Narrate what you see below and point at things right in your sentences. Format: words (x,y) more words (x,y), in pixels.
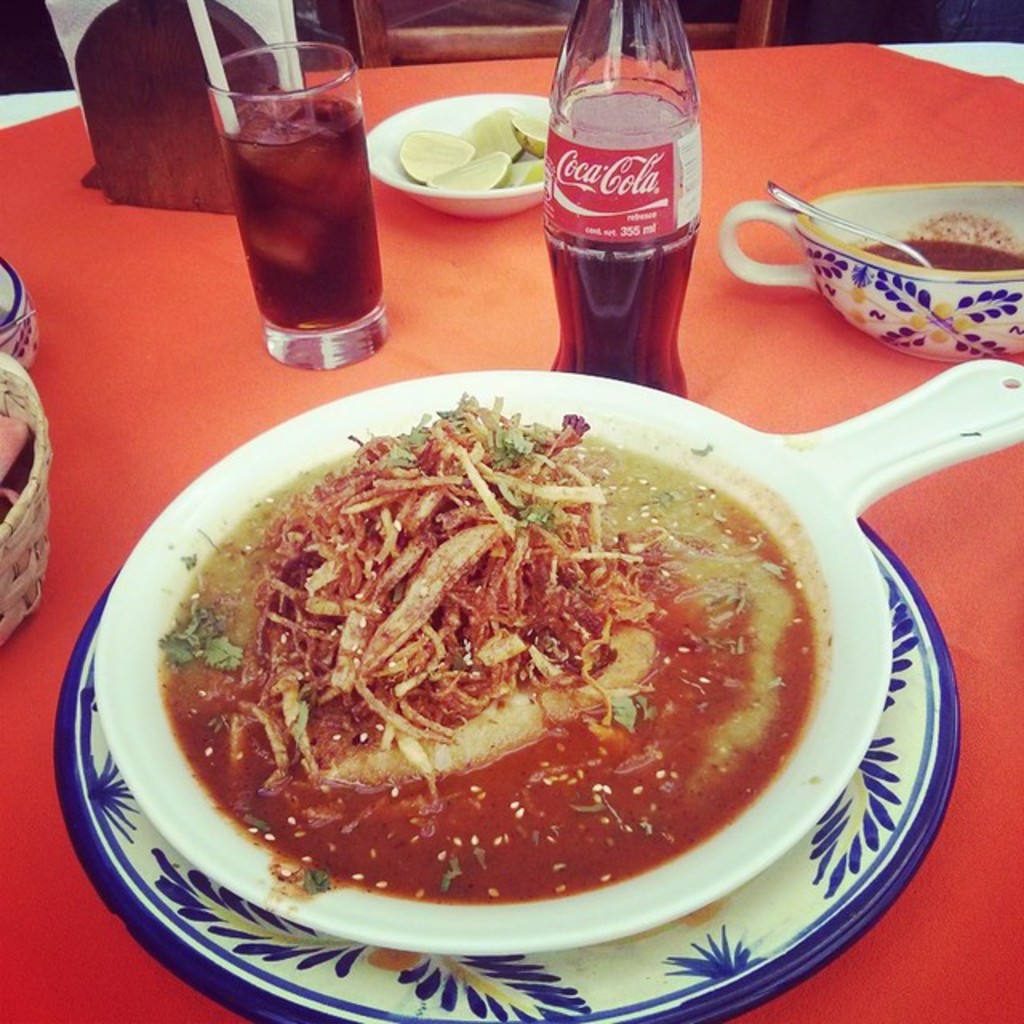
In this image i can see a table (123,319) on which there is a glass (342,201), a cool drink bottle (578,259), a bowl (462,212) with lemons (529,164), a cup (912,301) and a plate (722,815).
